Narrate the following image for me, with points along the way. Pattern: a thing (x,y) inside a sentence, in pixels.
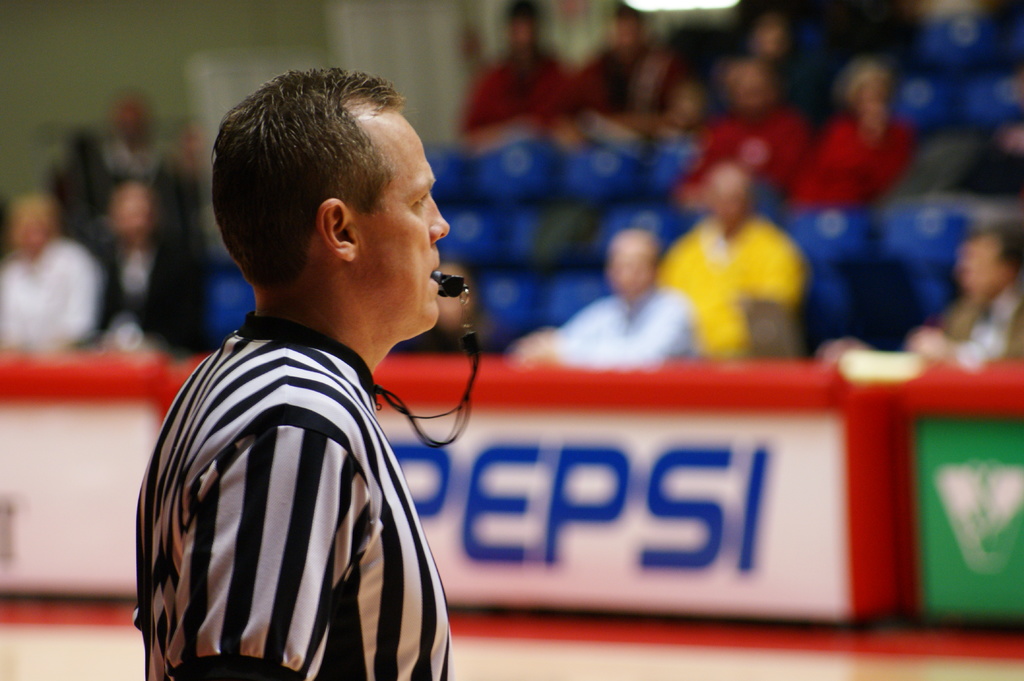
In this image there is a man (278,474) standing with whistle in mouth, beside him there is a fence (863,569) and people (618,268) sitting on the chairs (959,99).
